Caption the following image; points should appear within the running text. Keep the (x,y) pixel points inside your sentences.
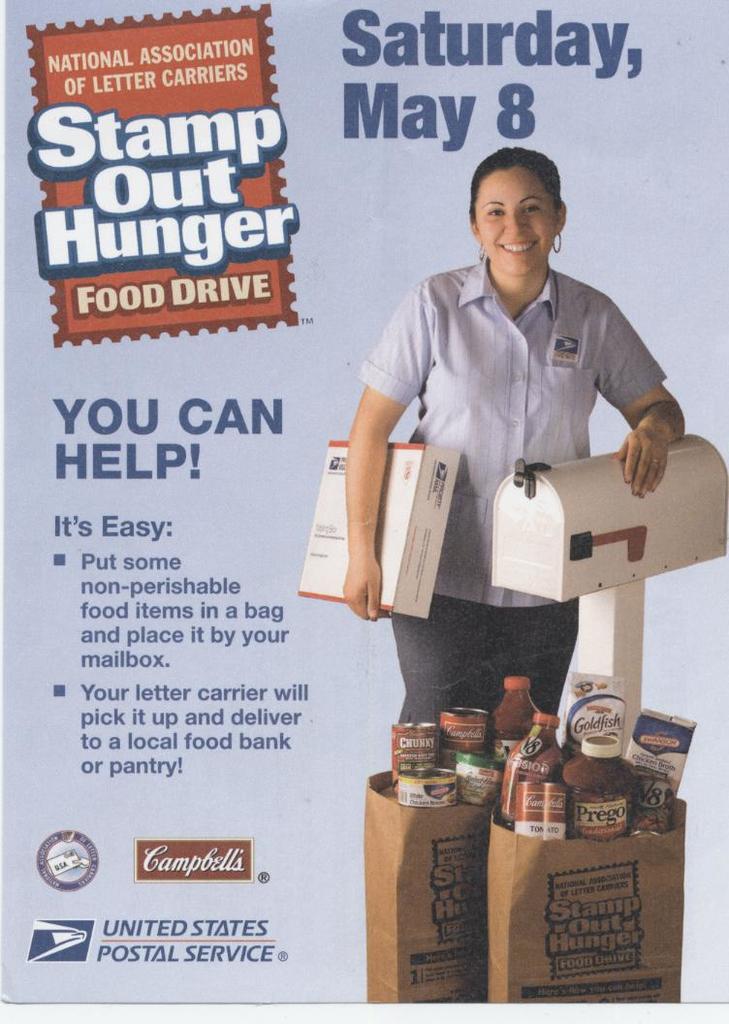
In this image I can see a poster (403,310), in the poster (403,310) I can see a woman (464,426) holding a box (398,488) and she is smiling, in front of her I can see there are bottles (627,760) kept on covers (387,877) and I can see the text (390,129) visible and person (472,309) is smiling.
